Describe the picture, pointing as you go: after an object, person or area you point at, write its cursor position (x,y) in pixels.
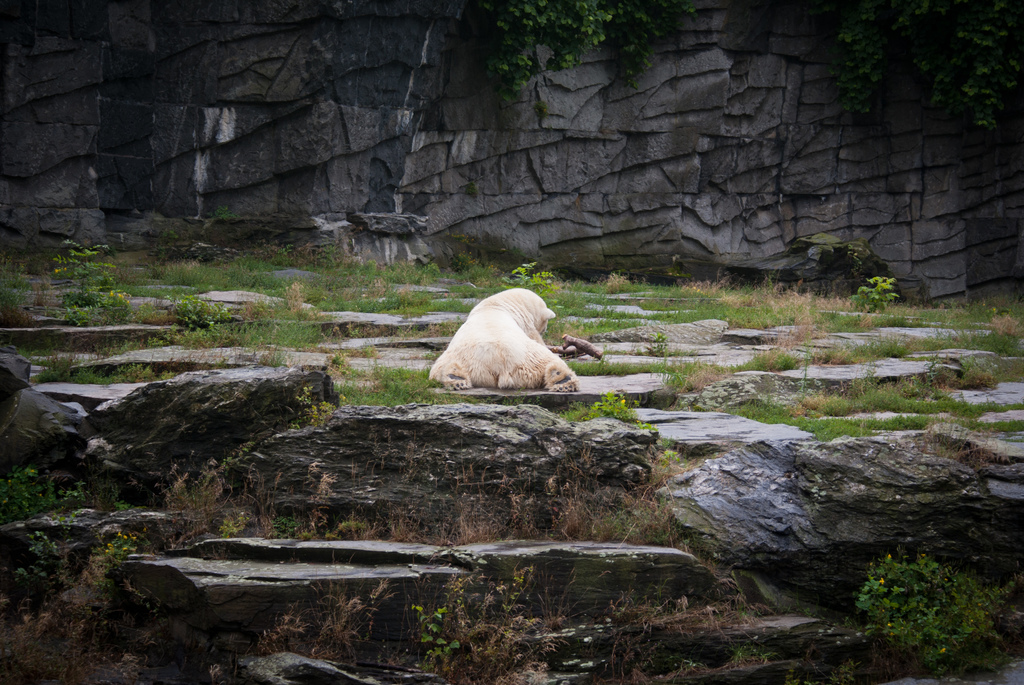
In the image we can see the white bear (524,345), rocks (506,439) and grass (799,346). Here we can see a stone wall (500,119) and the leaves (908,31).
